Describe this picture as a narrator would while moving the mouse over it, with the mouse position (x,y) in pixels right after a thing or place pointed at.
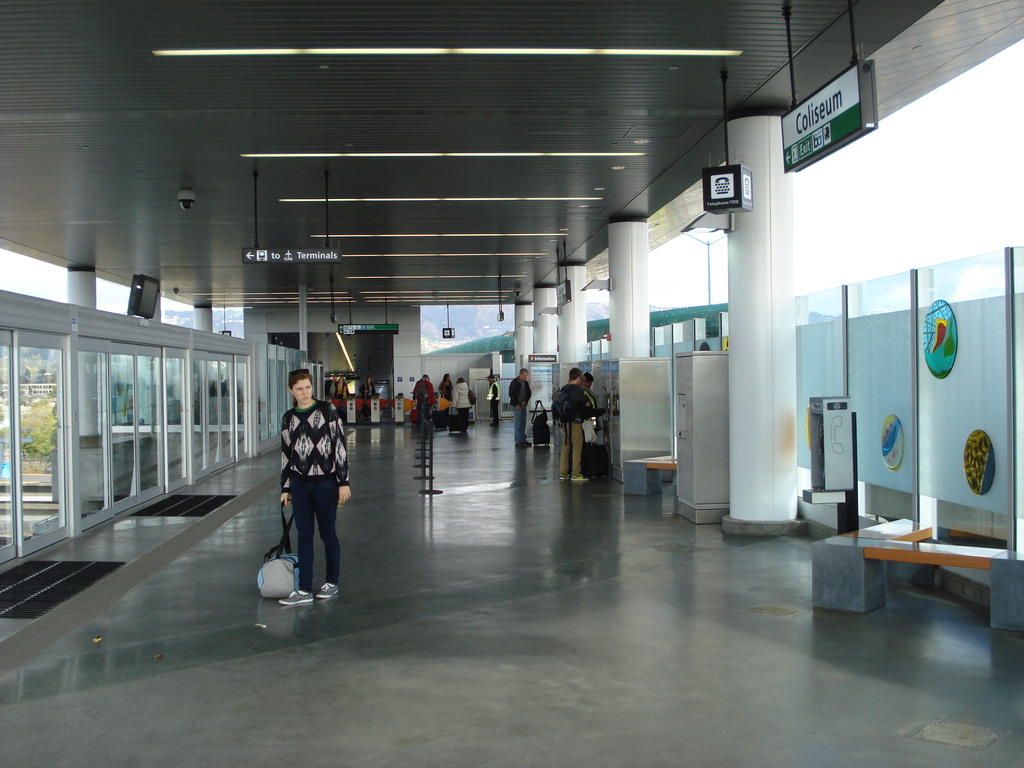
This image is clicked inside a room (546,568). There are a few people (320,446) in the image. In the foreground (300,488) there is a woman (308,494) standing. She is holding a bag (278,574) in her hand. In the background (373,406) there are boards (378,408) on the floor (395,424). To the right (683,425) there are boxes (657,436) and cupboards (650,405) on the floor (677,542). To the left (50,423) there are glass doors (138,411). There are lights (446,255) to the ceiling (424,163). There are boards (805,144) hanging to the ceiling (349,225). In the background (468,315) there are mountains (458,318) and trees (40,439). In the top right (904,192) there is the sky (914,183).
